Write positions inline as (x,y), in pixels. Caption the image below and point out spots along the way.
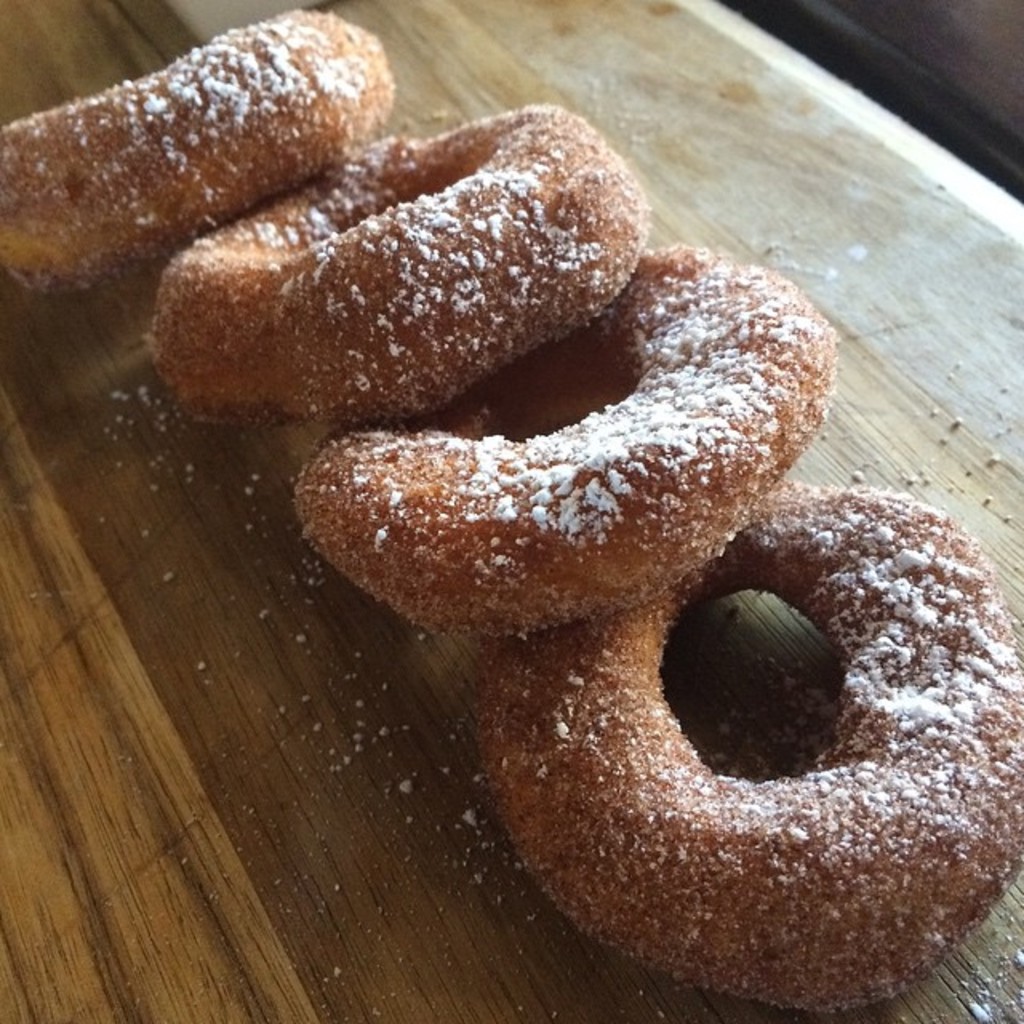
In the image there are donuts (697,545) with flour (939,806) above it on a wooden table (158,722).
